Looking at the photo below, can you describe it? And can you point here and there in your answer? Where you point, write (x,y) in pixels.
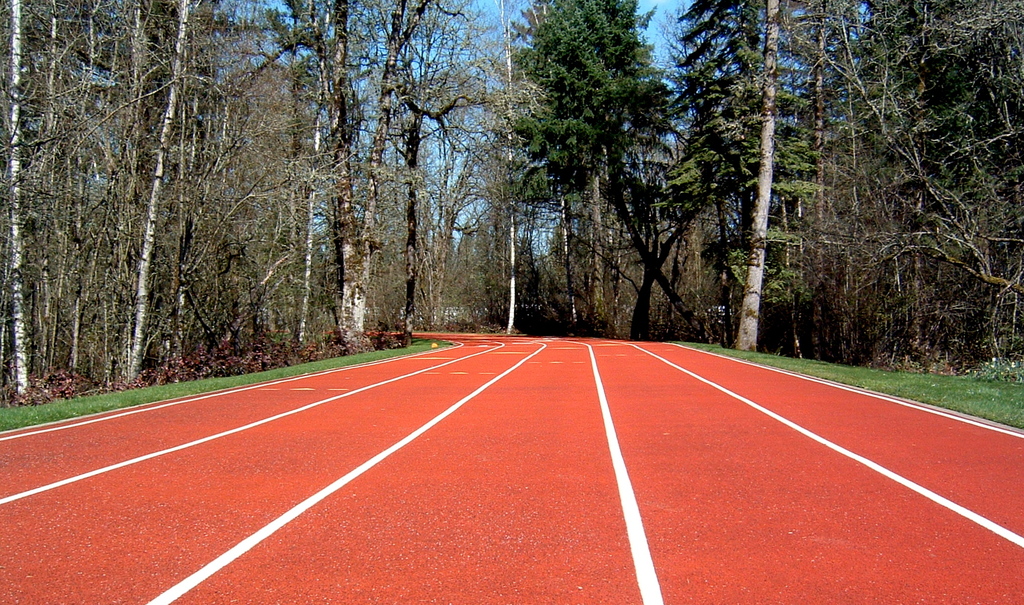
In this image at the bottom (419,471) there is road (403,416) and grass (194,387), and in the background (899,251) there are some trees (404,172) and at the top of the image (303,49) there is sky (464,48).
